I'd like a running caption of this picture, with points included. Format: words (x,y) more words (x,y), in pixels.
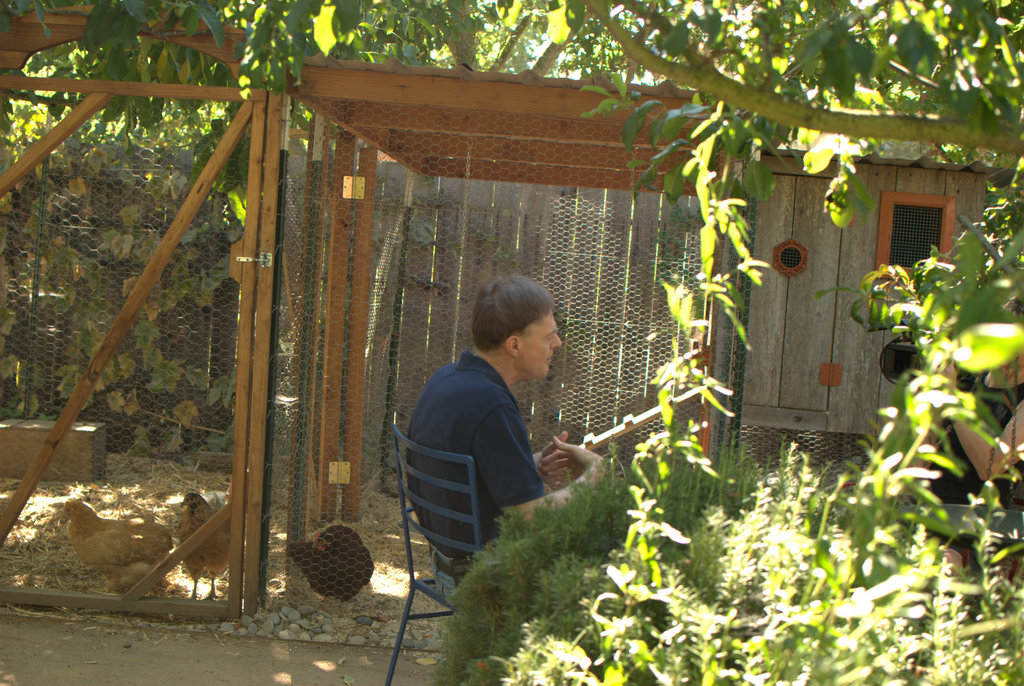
In this image we can see this person (466,443) wearing t-shirt (496,443) is sitting on the chair (406,439). Here we can see plants (903,565), trees (956,130), fence (390,174), hens (205,548), stone (361,629), wooden fence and wooden house (860,226) in the background (828,402). Here we can see a person (1008,499) holding a video camera (904,370).
